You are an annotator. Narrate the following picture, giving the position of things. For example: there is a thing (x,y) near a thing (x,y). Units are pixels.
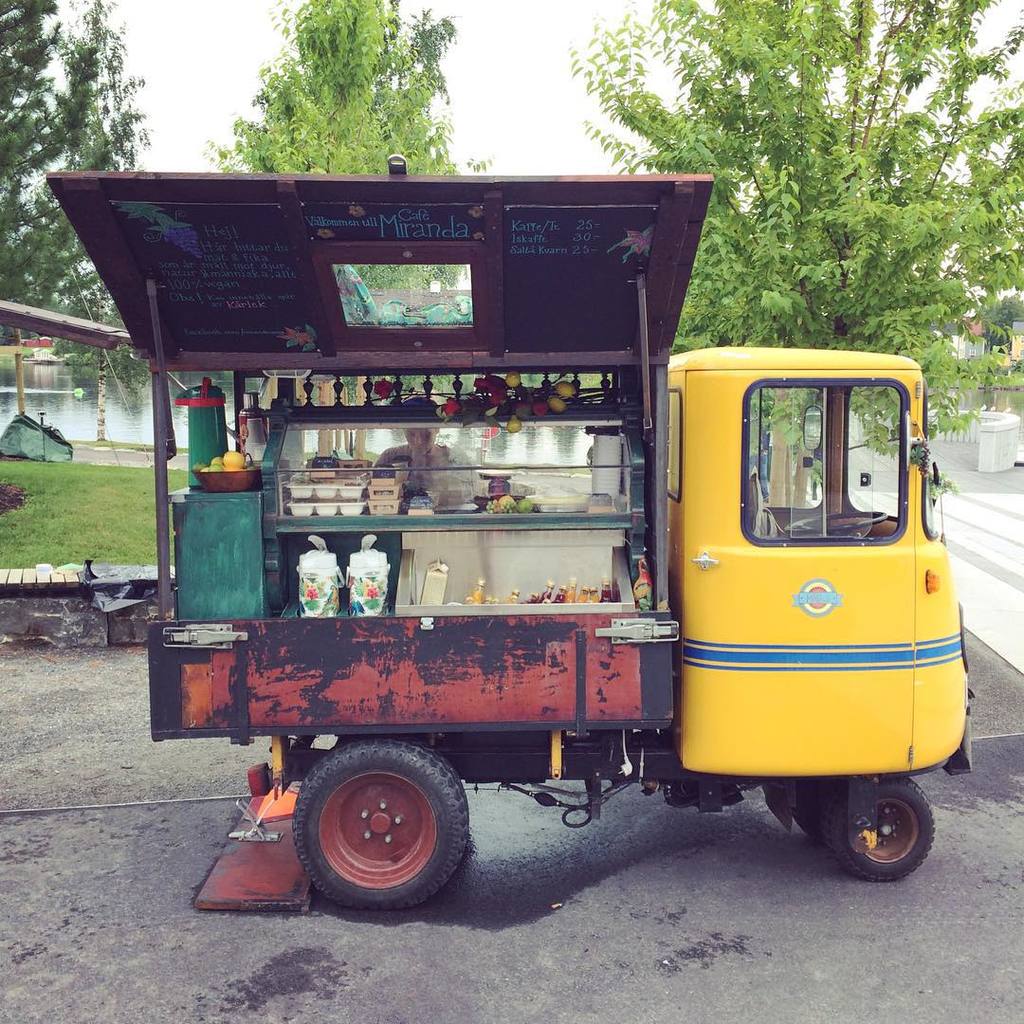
In this picture I can see the vehicle (479,488) on the surface (595,888). I can see green grass (94,543). I can see trees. I can see plastic plates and bottles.
